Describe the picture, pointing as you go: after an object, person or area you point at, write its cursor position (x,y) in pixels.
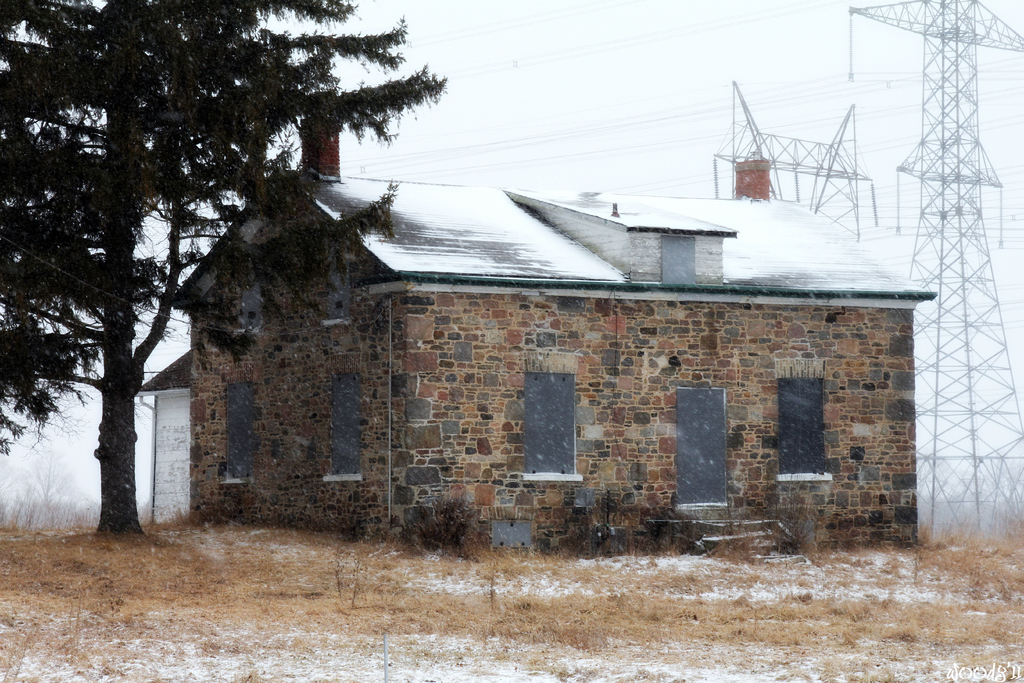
In this picture we can see dried grass (335,628) on the ground (207,648) and in the background (812,480) we can see sheds (649,522), poles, tree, sky (612,4).
